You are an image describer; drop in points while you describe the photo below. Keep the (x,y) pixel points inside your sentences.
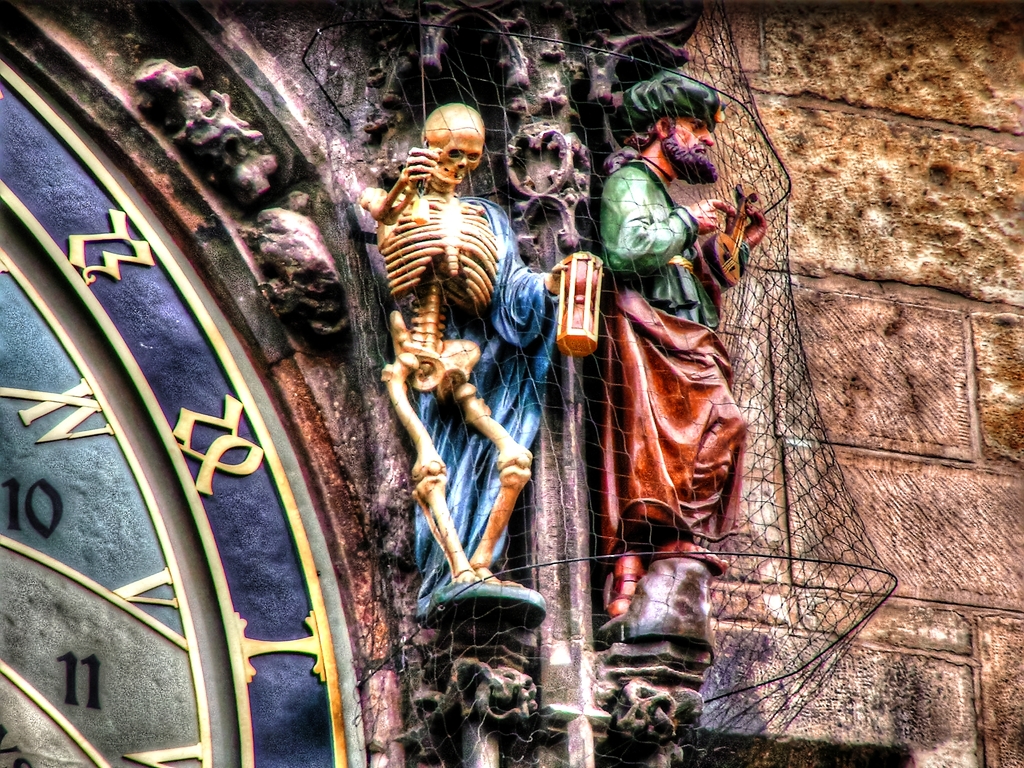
In this picture I can see there is a tower (575,564) and it has a clock (308,540) and there are two statues (672,248) beside the clock (261,575) and there is a man (752,213) and a skeleton (558,284).
